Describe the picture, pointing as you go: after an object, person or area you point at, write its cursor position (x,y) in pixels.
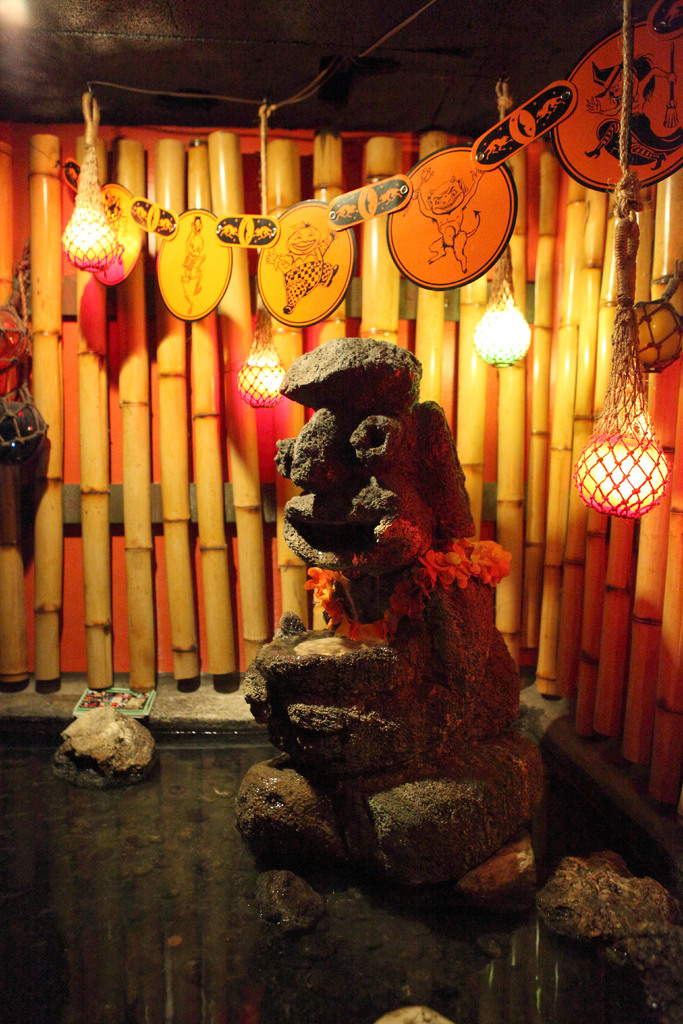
In the image we can see sculpture (274,650) made up of stone (370,663) on the water (284,943). There are few stones (613,877). Here we can see bamboo sticks (134,545) and lights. Here we can see the rope (261,108) and decorative (337,256).
